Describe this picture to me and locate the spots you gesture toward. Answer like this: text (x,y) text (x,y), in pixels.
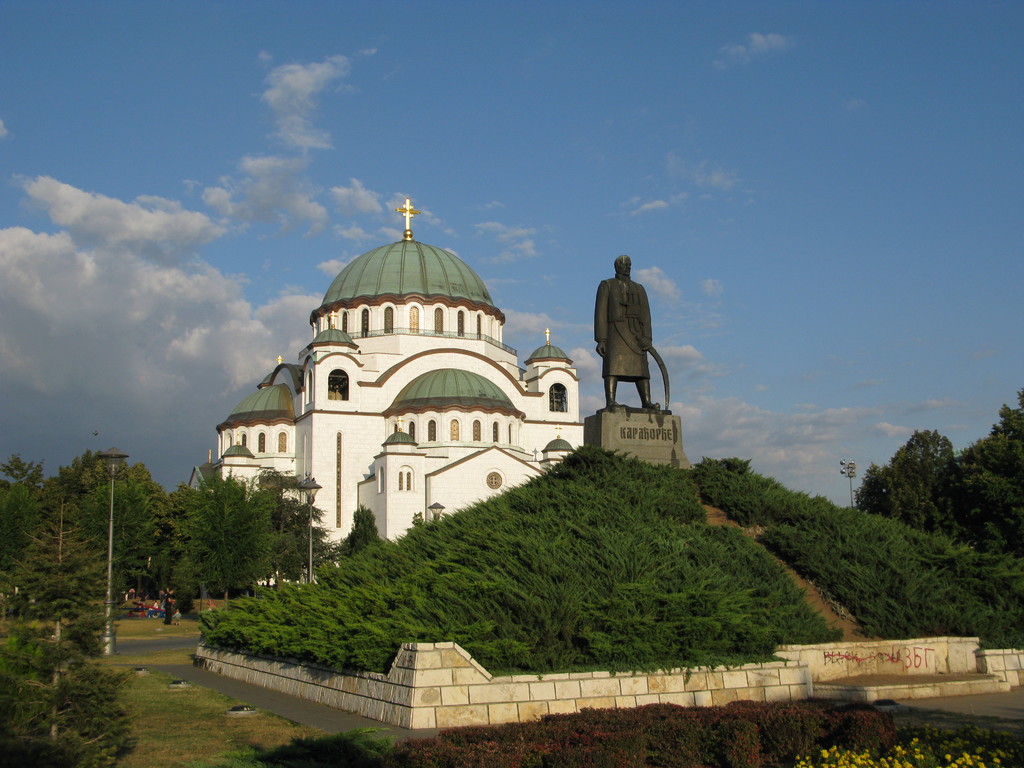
In this image there is a church (368,397) in the middle (422,365). In front of the church (488,382) there is a statue (617,365). At the top (573,60) there is the sky (567,57). At the bottom (207,521) there are trees (115,590) and light poles (111,636).
